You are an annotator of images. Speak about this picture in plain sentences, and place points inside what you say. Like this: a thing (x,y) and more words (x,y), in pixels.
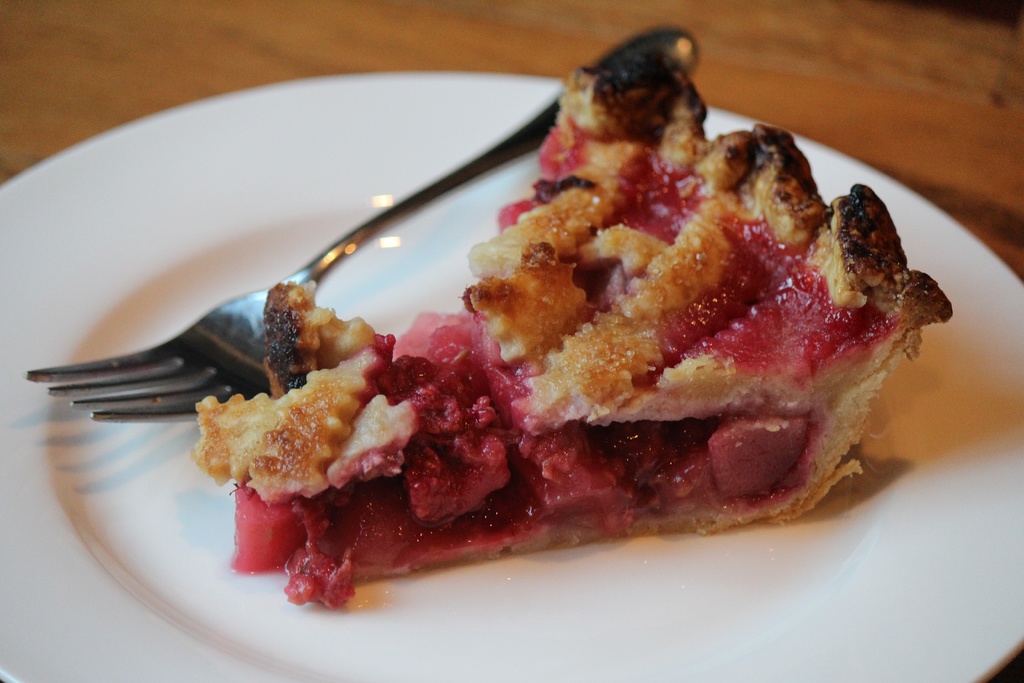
In the picture we can see a wooden plank (888,10) on it, we can see a white color plate (226,268) on it, we can see a food item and beside it we can see a fork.
